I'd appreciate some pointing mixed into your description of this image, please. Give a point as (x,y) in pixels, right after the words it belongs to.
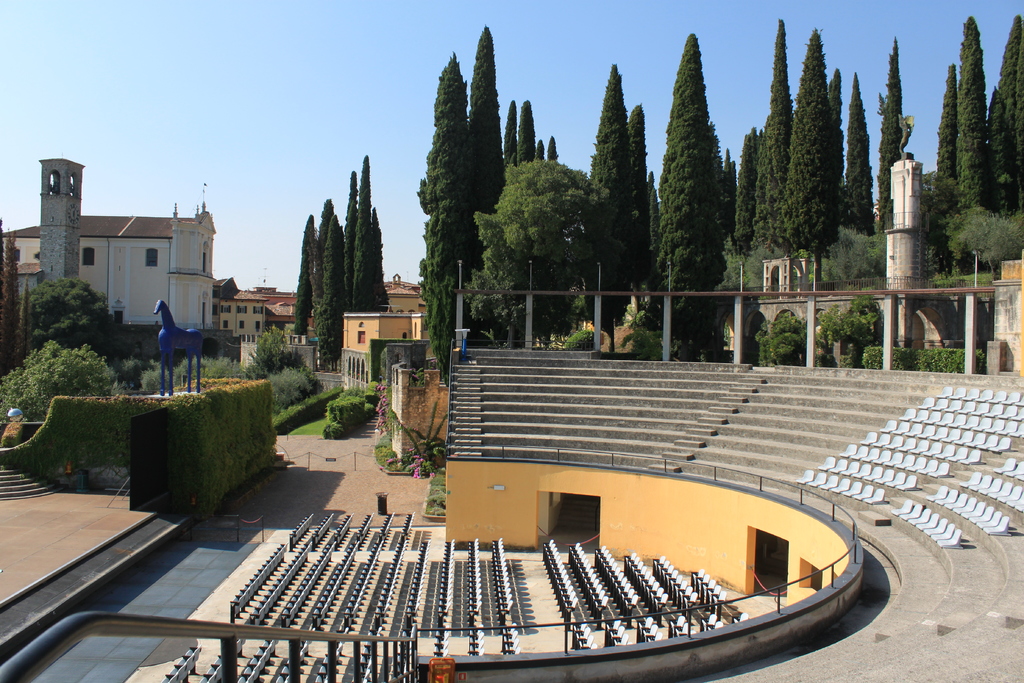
In the center of the image (449,429) we can see the chairs (469,561), railing (415,677). In the background of the image (420,333) we can see the buildings (189,269), trees (570,269), pillars (737,323), stairs (791,405), grass (310,430), bushes (289,394), statue (189,382), poles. On the left side of the image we can see the floor (69,672). At the top of the image (352,96) we can see the sky (163,141).
